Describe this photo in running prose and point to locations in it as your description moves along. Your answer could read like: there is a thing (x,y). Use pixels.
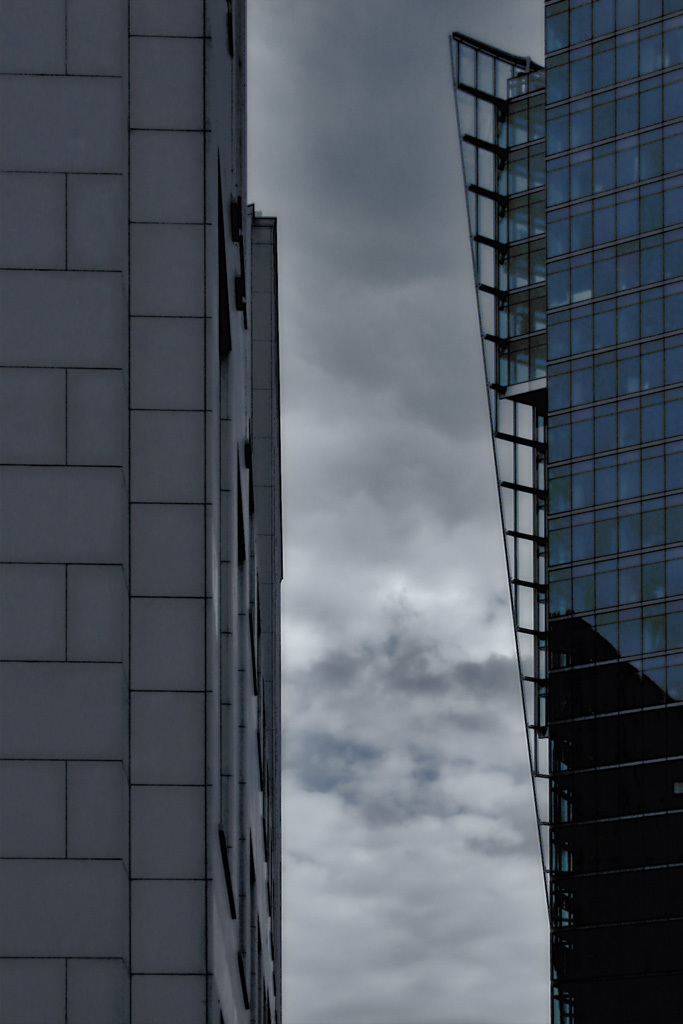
In this image, we can see buildings (132,459) and in the background (349,496), there are clouds (378,534) in the sky (440,657).
